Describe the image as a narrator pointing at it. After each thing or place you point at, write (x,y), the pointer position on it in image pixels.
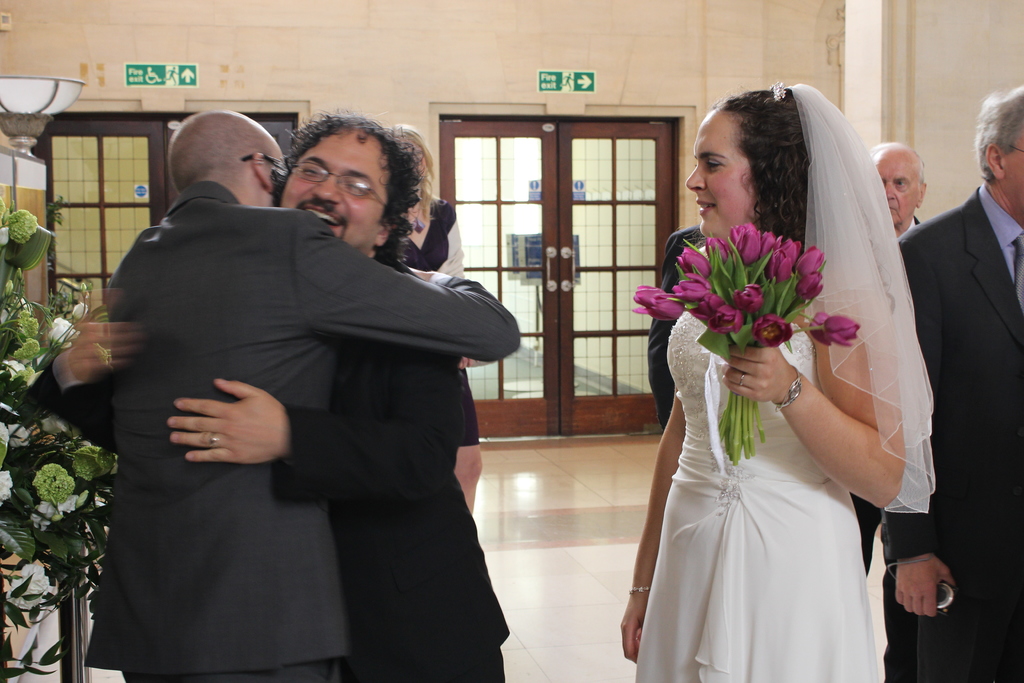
In this picture I can see there are two men (349,402) standing and hugging each other and there is a woman (719,498) on the right side (781,366). There are few other people (689,236) standing in the backdrop (434,187) and there is a wall (414,70) in the backdrop (244,95).
